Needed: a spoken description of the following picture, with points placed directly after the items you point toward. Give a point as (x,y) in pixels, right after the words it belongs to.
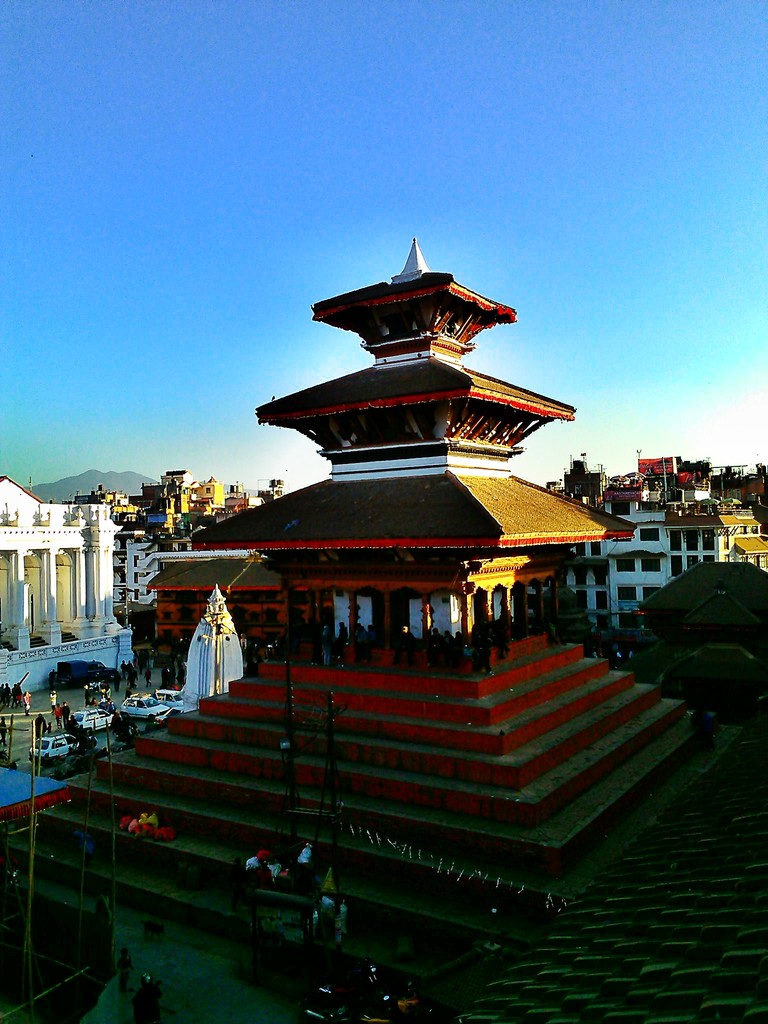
This looks like a pagoda (515,486). These are the stairs (392,750). I can see groups of people (276,871) sitting. These are the cars (149,719), which are parked. I can see the building (72,587) with windows (64,582) and pillars (20,577). Here there are groups of people (123,670).
